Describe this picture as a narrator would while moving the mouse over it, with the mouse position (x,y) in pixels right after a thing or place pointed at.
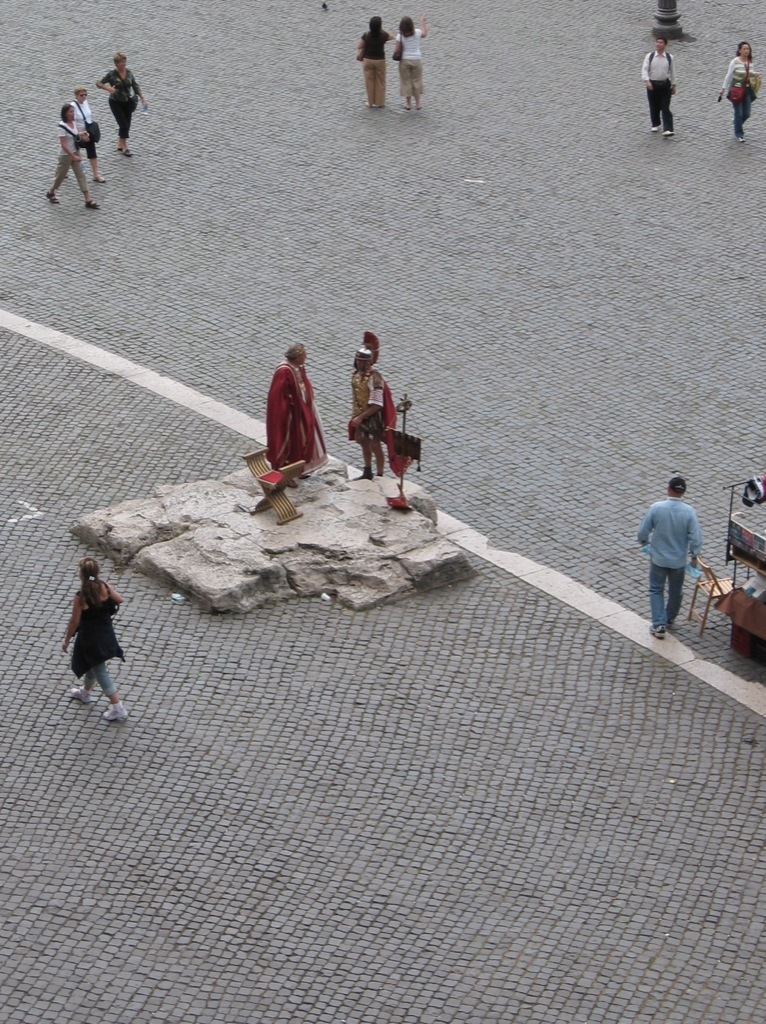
In this picture, there are people (121,147) who are walking from all the direction in the middle (283,413) there is a rock (377,478) and two people (276,467) are standing on a rock (333,476).
